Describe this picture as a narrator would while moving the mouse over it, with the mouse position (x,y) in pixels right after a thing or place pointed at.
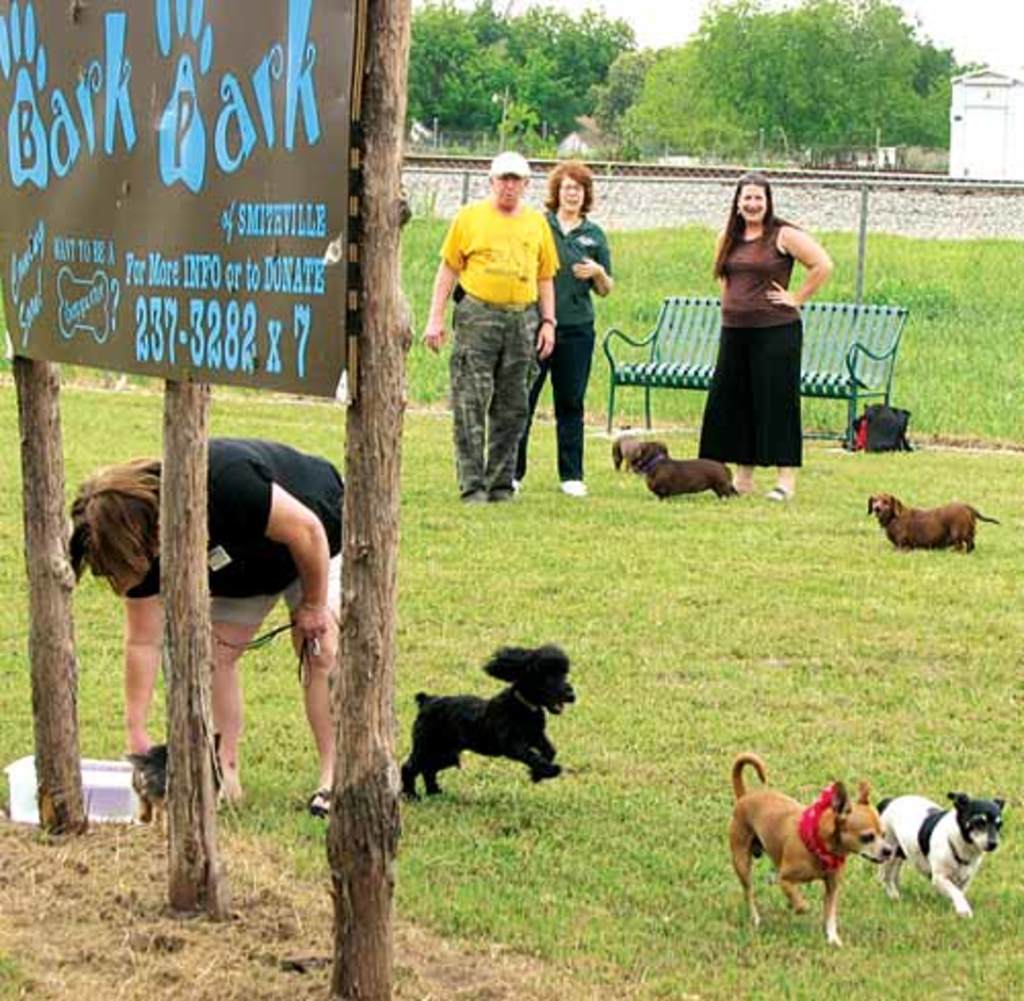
In this image can see people (514,385) among them some are standing and one person (242,591) is bending. I can also see some dogs (530,756) and plastic object (122,809). Here I can see a wooden board (216,227), grass (543,484) and a bench (689,369). In the background (742,106) I can see trees (724,84), house (955,138) and poles (389,266).
